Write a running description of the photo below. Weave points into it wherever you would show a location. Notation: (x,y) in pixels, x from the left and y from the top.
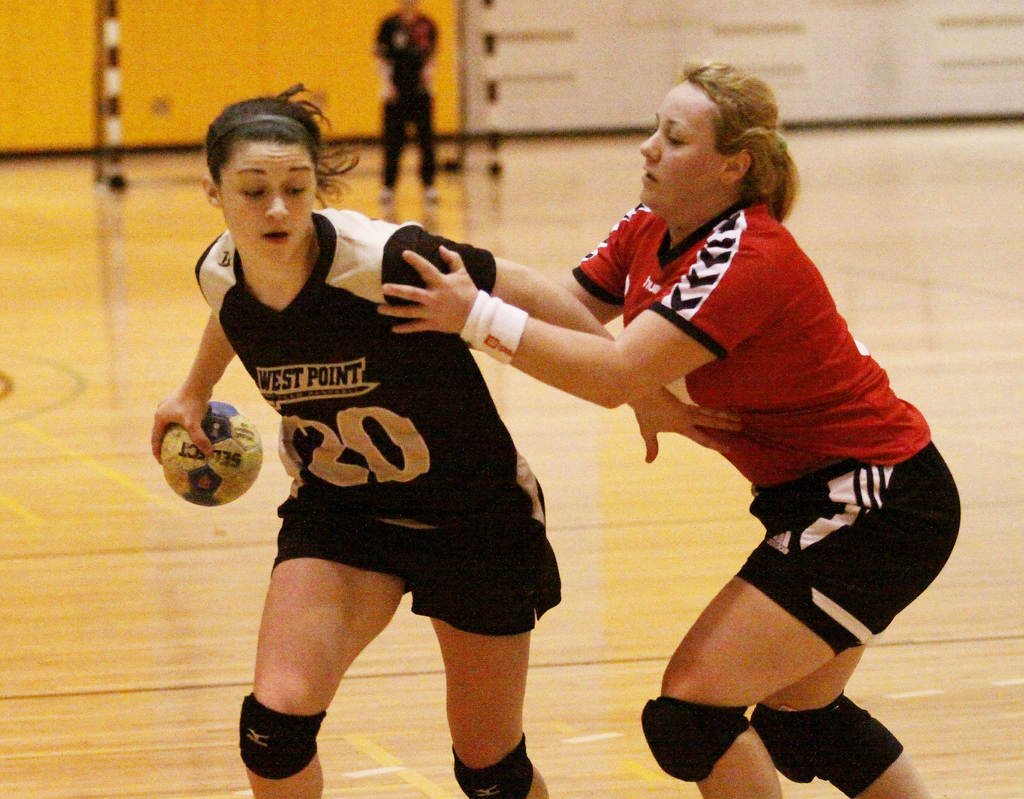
In this picture we can see two women (400,360) and a woman (266,364) holding a ball (179,439) with her hand (156,447). In the background (395,31) we can see a person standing on the ground (403,168), wall (375,95) and some objects (118,79).
